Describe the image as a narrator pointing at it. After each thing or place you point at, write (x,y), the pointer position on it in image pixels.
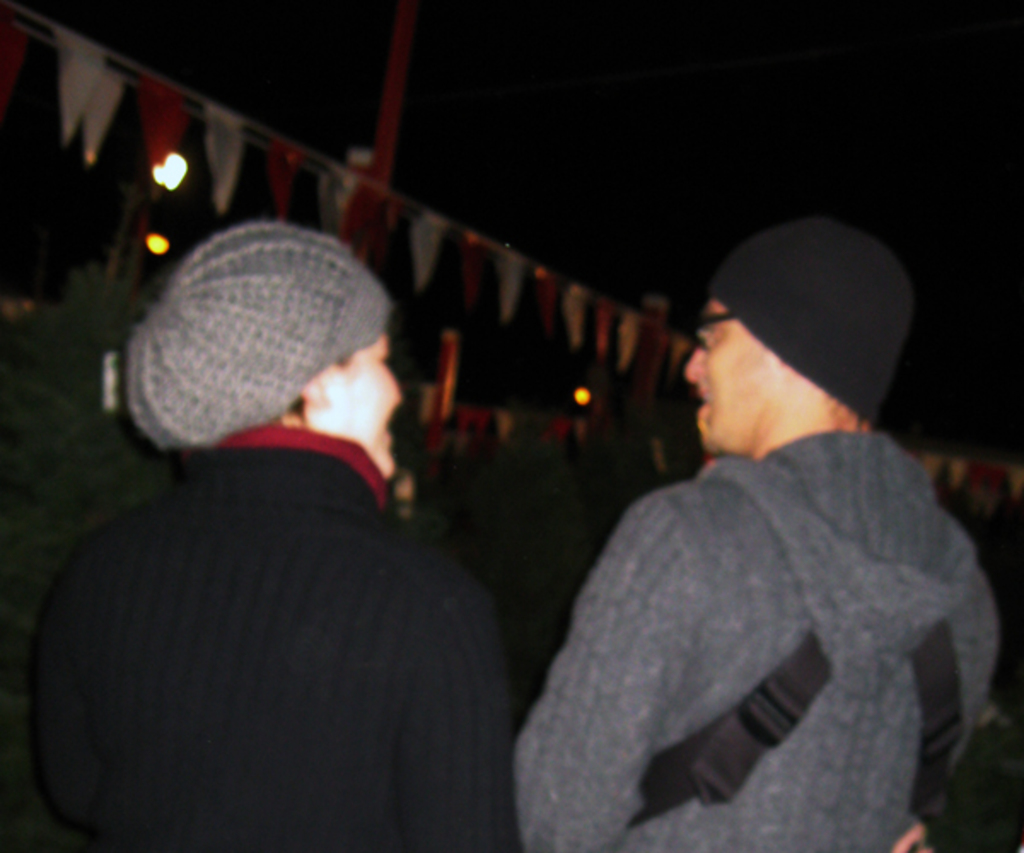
In this image we can see two persons (379,510), there are some decorative papers (570,291) attached to the ropes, there is a pole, there are lights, also the background (215,74) is dark.
